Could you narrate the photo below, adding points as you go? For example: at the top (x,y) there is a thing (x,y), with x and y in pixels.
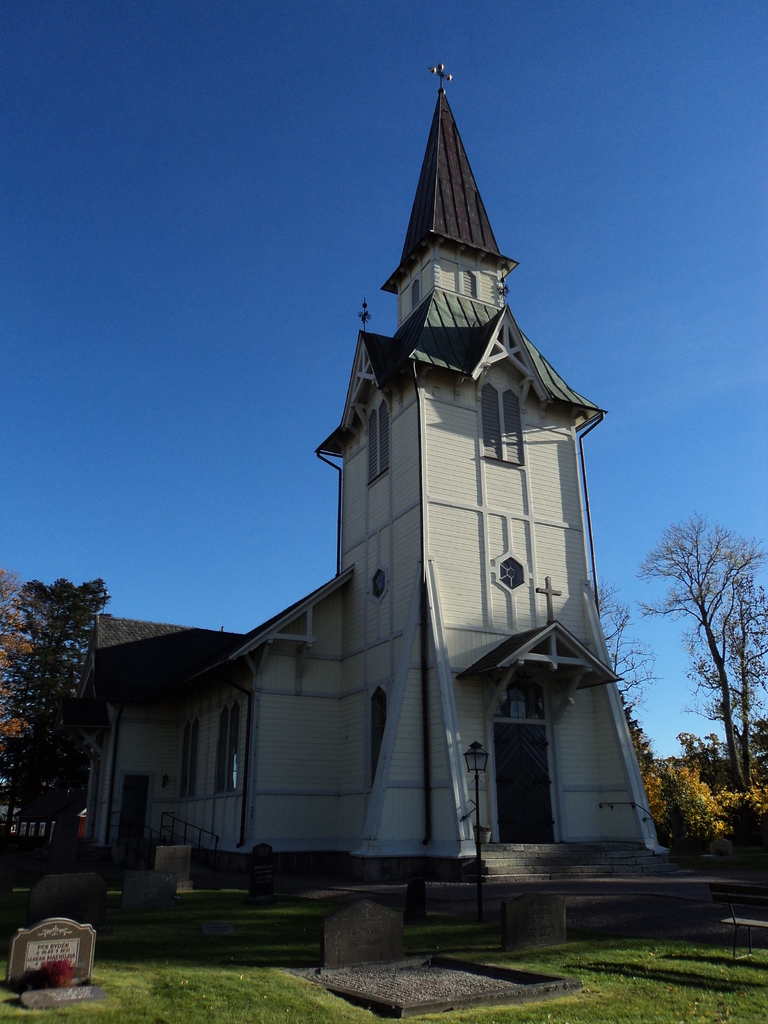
In this image we can see one big church (508,687), one road (624,913), some poles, left side of the church (263,806) there is a burial ground (548,940), one light pole (474,764), some trees (55,763), bushes (759,799), plants (689,771) and grass (190,927) on the surface (45,1023). At the top (249,185) there is the sky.
